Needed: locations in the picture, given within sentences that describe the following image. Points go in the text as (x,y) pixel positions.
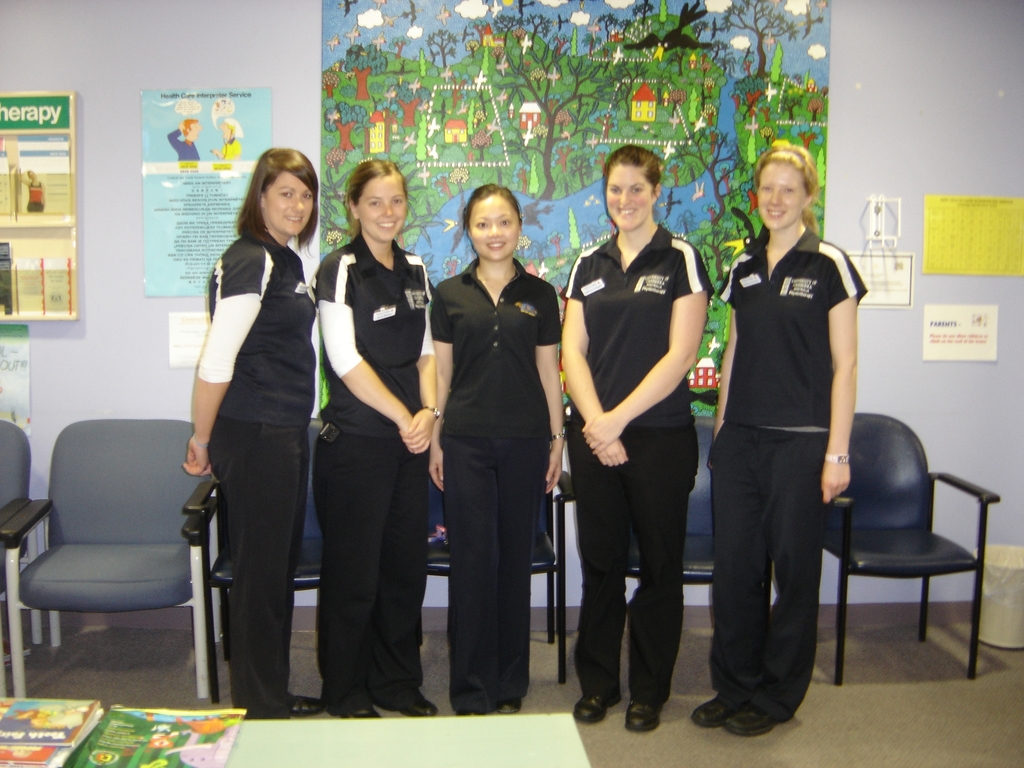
In this image i can see five women (572,378) standing and laughing there are few books (199,733) in front (203,720) the woman (350,474) at the background (160,592) i can see chairs (889,544) and a paper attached to a wall (851,143).
